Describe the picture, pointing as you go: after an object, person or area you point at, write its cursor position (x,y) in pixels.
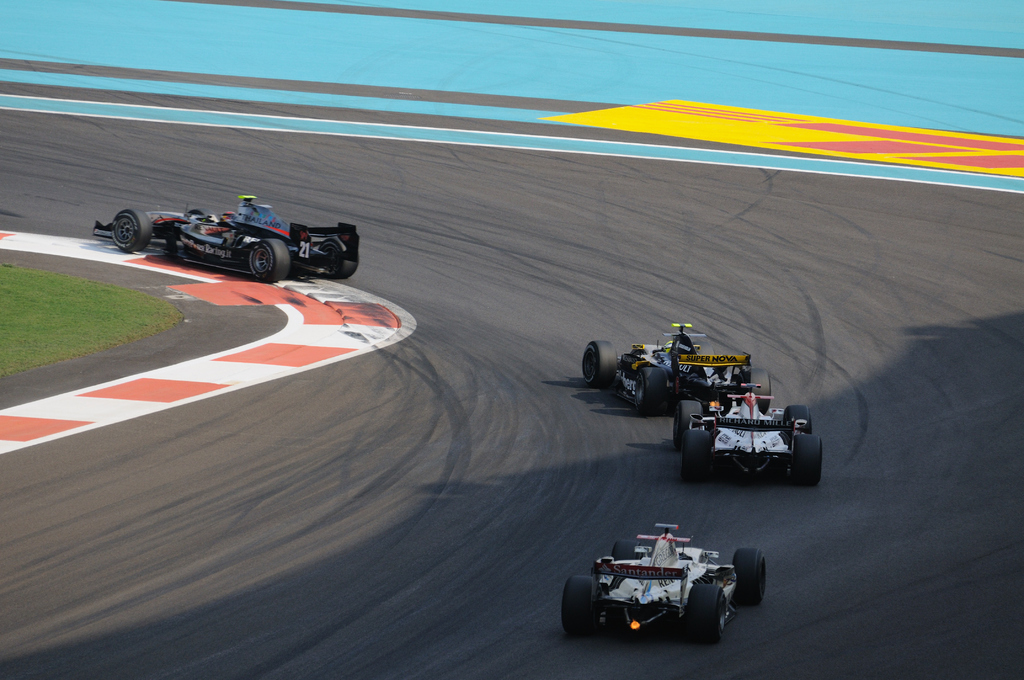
In the image we can see four cars (677,431) on the road (292,209). This is a road (526,262) and grass (19,311).
